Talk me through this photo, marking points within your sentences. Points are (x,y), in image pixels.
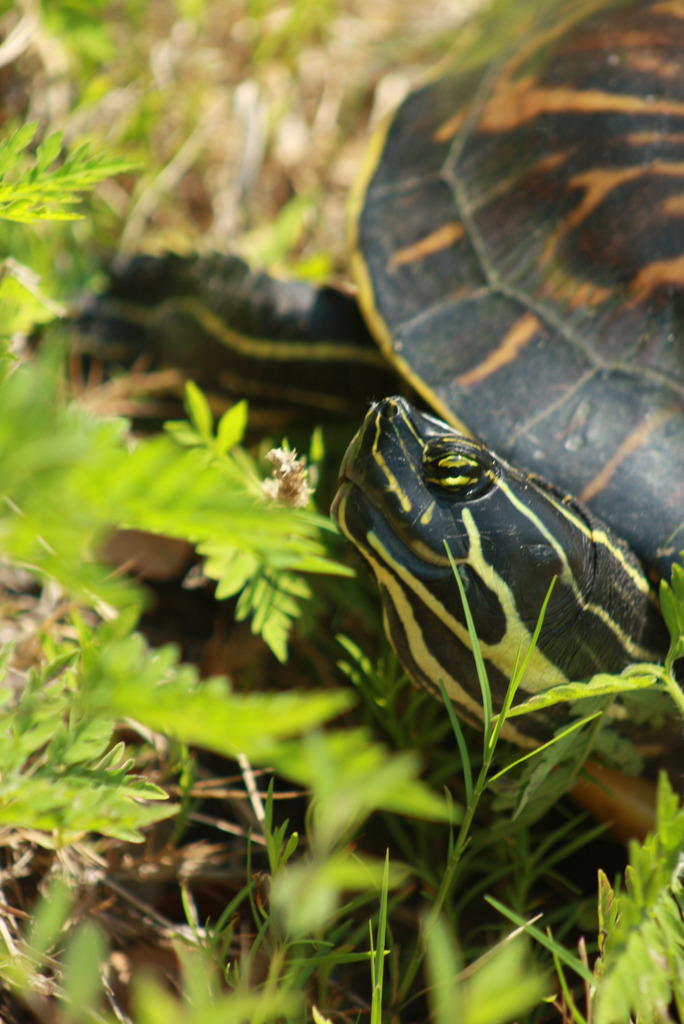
In this picture there are plants (6,254) and a tortoise (469,318). The background (135,82) is blurred.
